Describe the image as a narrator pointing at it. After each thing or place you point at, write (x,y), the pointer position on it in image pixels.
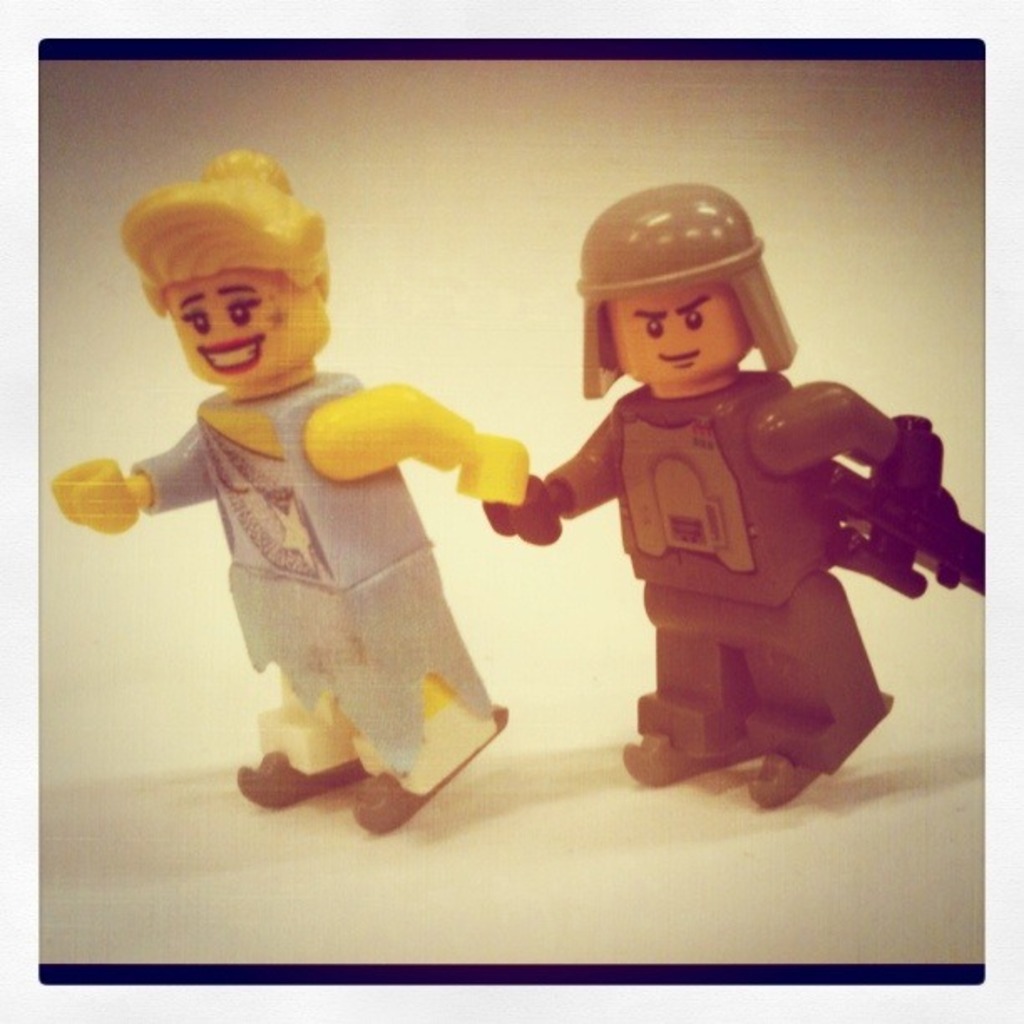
In this picture we can see two toys (272,740) on a platform (310,878) where a toy (411,530) is smiling.
